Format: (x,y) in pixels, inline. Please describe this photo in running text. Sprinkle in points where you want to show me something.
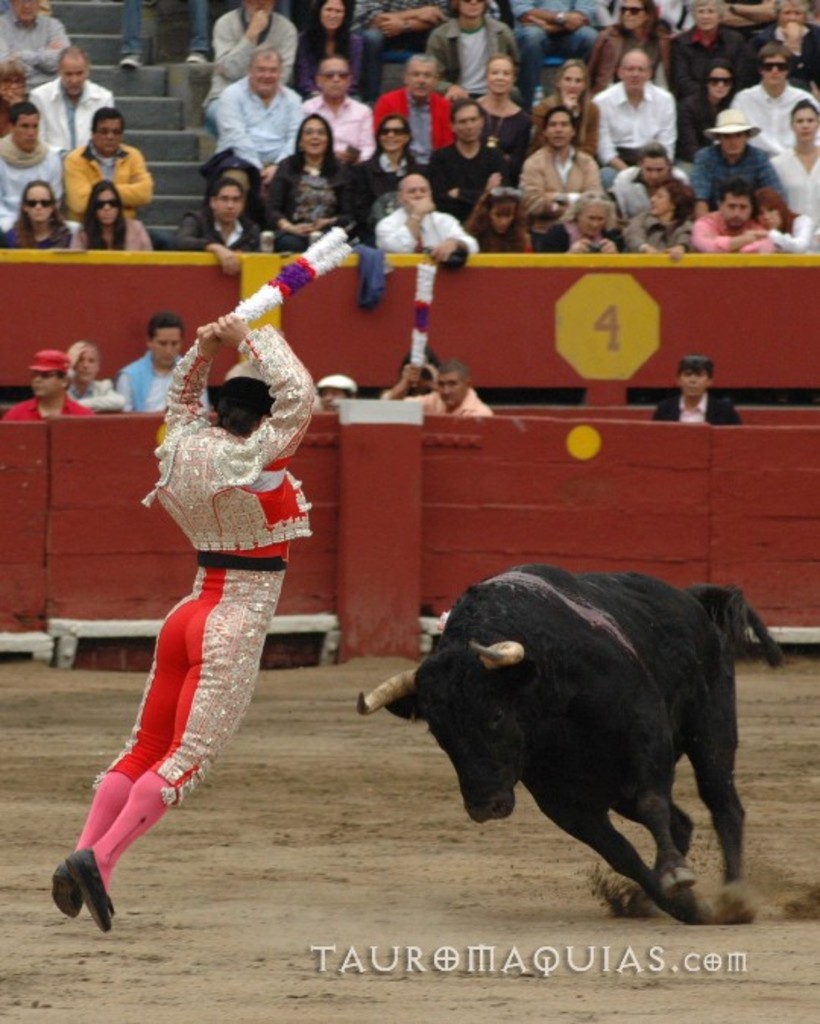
In this image, at the right side (616,741) there is a black color bull (512,733) and we can see a person (215,728), in the background (724,152) there are some people (419,120) sitting and they are watching the bull (516,746).
